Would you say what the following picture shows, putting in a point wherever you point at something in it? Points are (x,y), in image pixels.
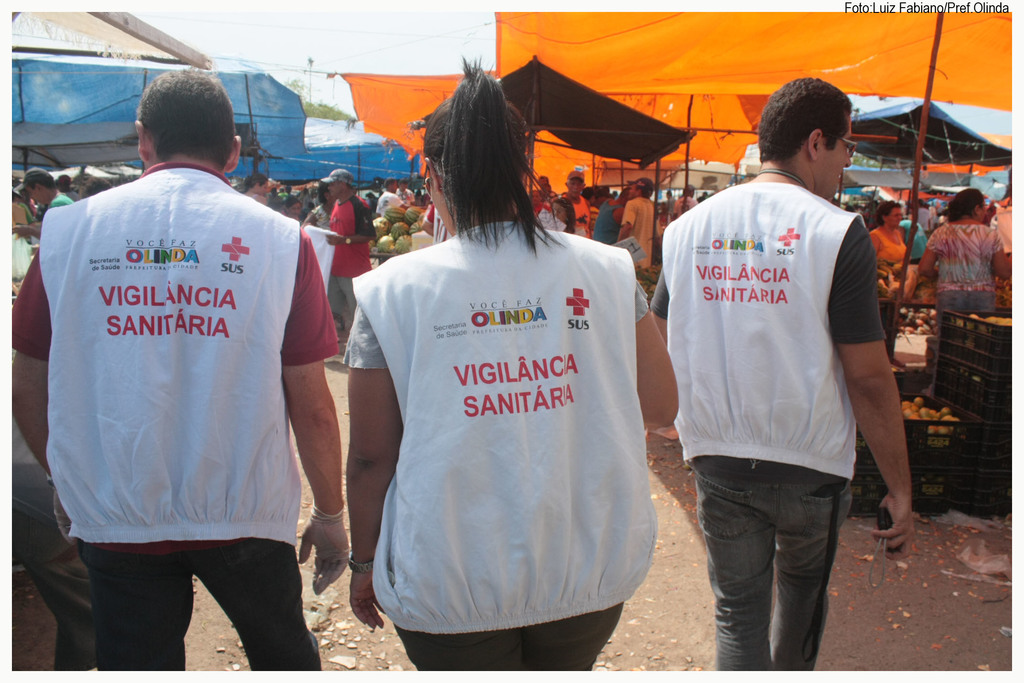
This picture shows few people (409,429) walking, They wore jackets (695,440) and we see few people (28,191) standing and we see tents (268,92). Picture Looks like a market (707,146). We see few of them wore caps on their heads (584,176) and a electrical pole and a cloudy sky (360,37).
